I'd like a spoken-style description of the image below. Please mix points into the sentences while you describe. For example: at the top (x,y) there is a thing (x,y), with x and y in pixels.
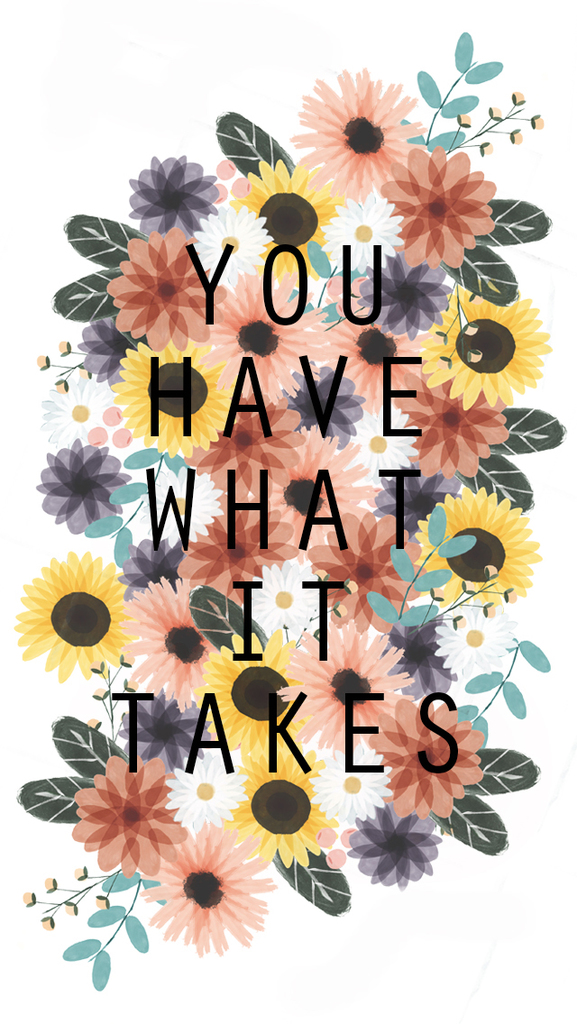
This is an edited image. In this image there are flowers (277,494) and some text (222,752).
